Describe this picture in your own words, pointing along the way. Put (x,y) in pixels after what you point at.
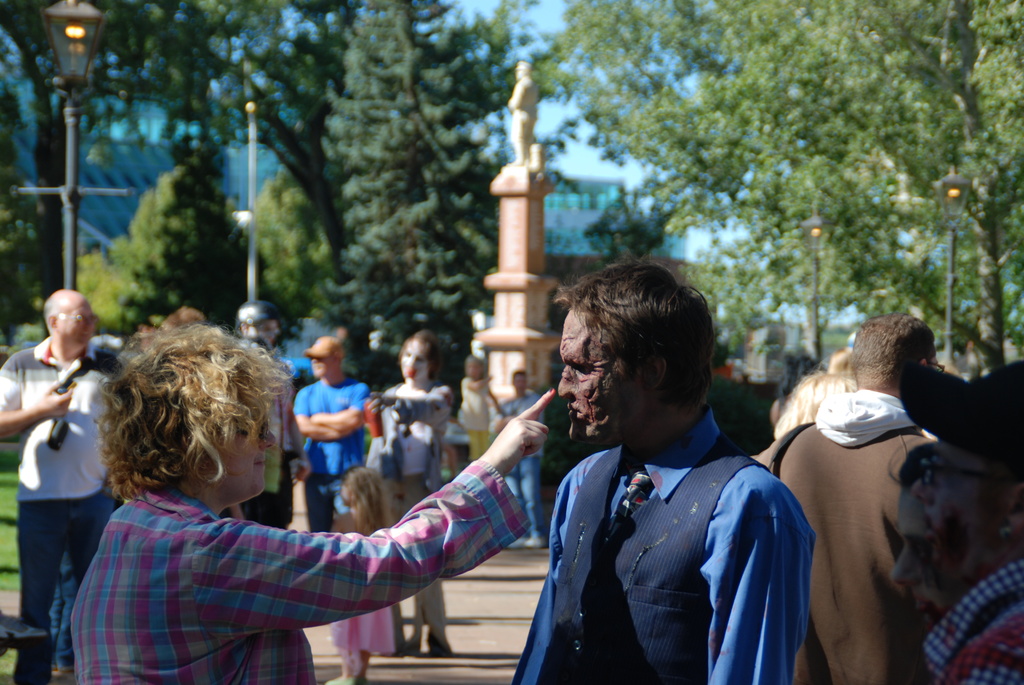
In this image there are many people (381,411) standing on the ground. A few people (437,481) are wearing costumes (724,506). Behind them there are trees (364,226), light poles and grass (8,489) on the ground (1,526). In the center (518,270) there is a sculpture (516,140) on a pillar (520,232). In the background (587,187) there are buildings (579,203). At the top (544,114) there is the sky (546,124).
